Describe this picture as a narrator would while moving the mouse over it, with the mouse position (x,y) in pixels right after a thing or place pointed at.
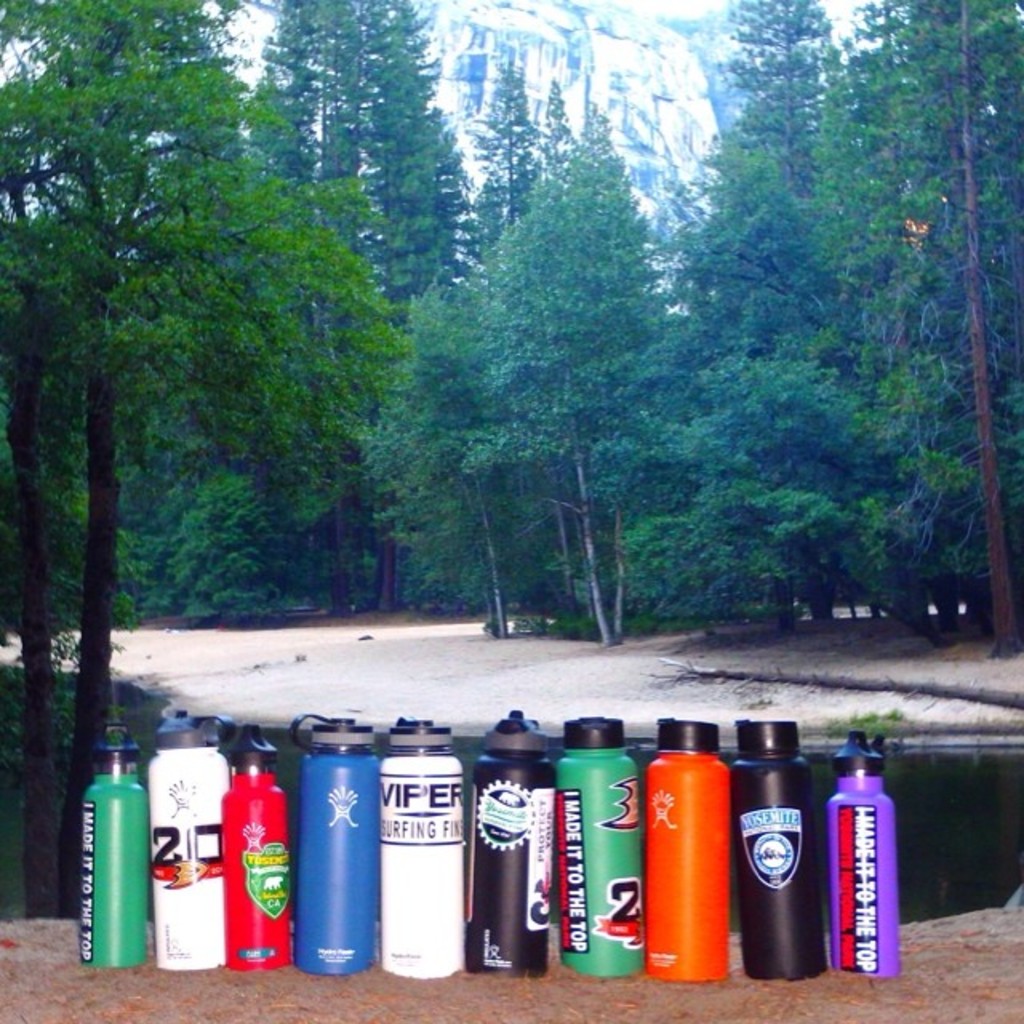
This picture shows a bunch of bottles (788,967) and we see few trees (612,279) and hills (637,165).
